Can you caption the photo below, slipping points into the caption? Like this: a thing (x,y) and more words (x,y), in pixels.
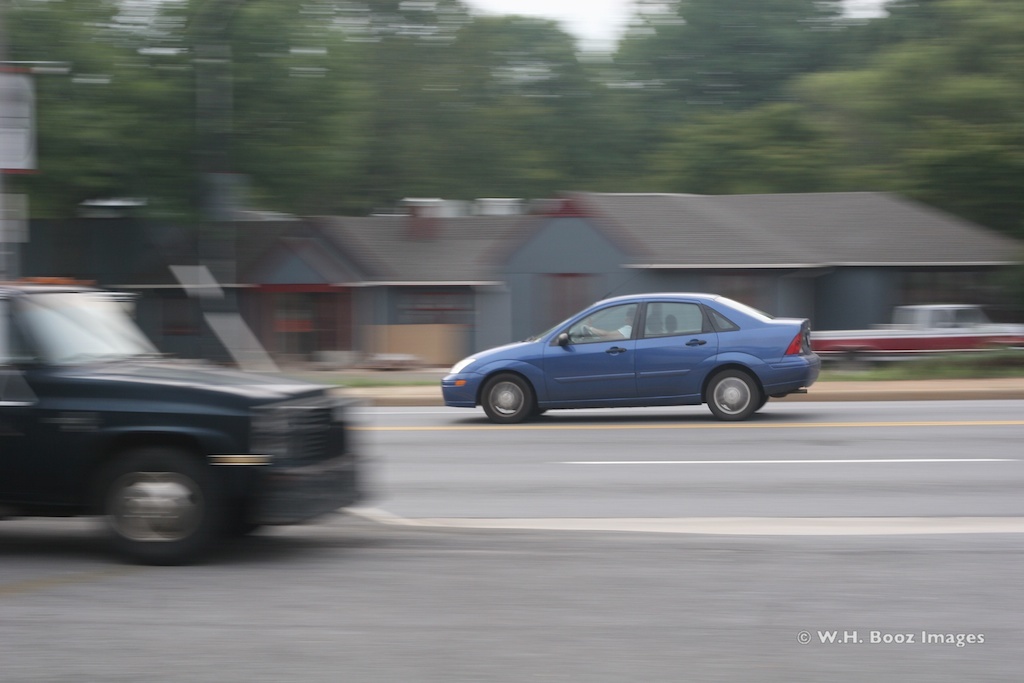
In this image in the center (626,398) there are cars (561,393) moving on the road (391,408). In the background (393,257) there are houses (553,257) and trees (805,91) and there's grass (866,370) on the ground (866,370).
